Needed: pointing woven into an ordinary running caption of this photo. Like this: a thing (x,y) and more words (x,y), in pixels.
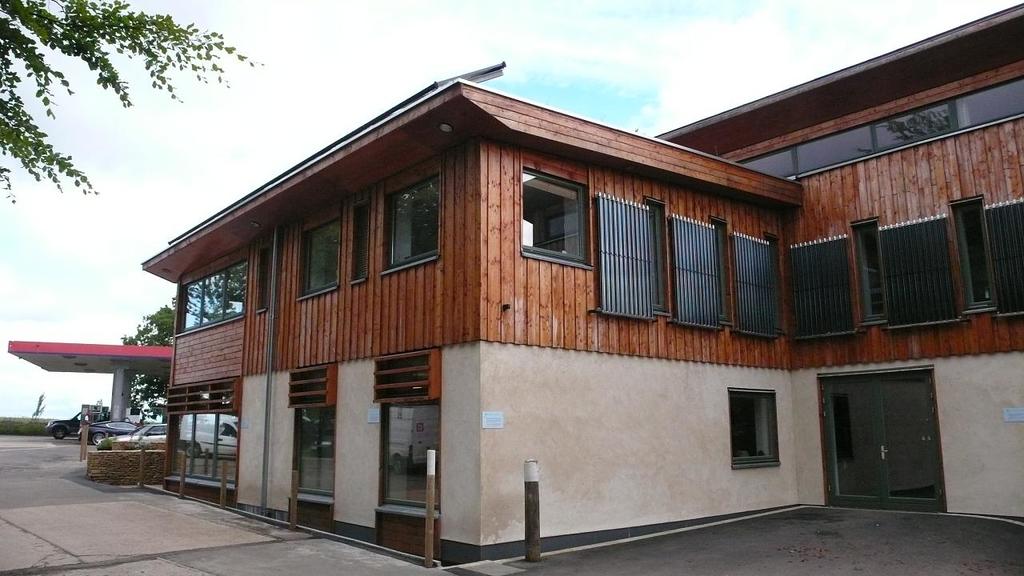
In this image I can see the building (486,370) with windows (404,442). To the left (67,422) I can see the shed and the vehicles (51,431). In the background (90,381) I can see the trees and the sky (136,207).
